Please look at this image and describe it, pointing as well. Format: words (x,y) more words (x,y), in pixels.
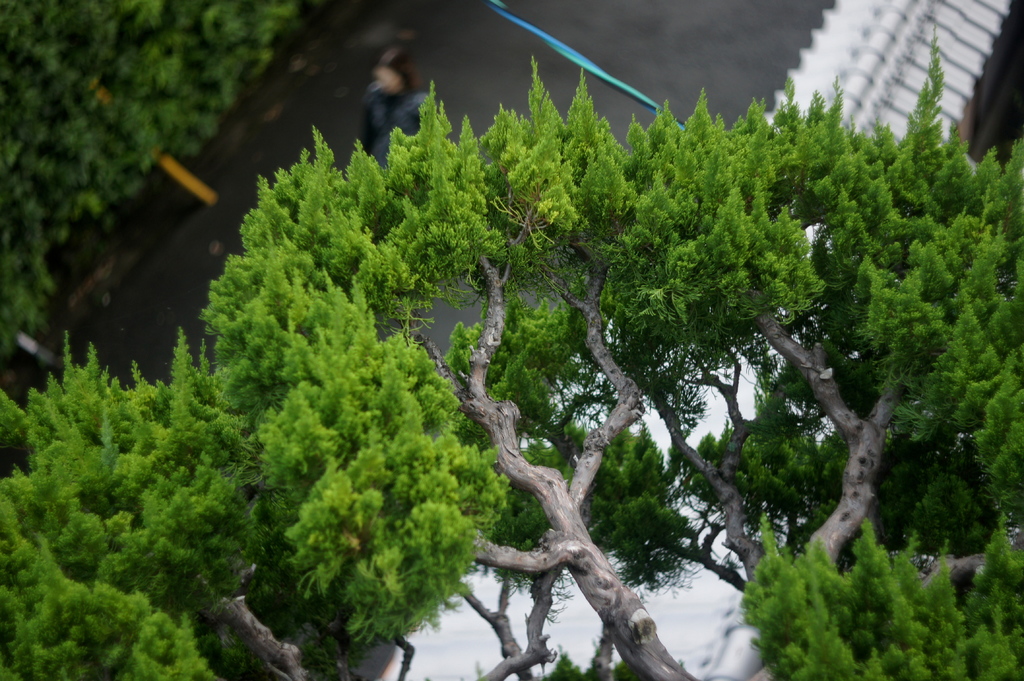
In this image in the foreground (300,310) there is a tree (552,312). This is boundary (905,78). On the road (362,132) a person (392,109) is walking. Here there are trees (114,63).
